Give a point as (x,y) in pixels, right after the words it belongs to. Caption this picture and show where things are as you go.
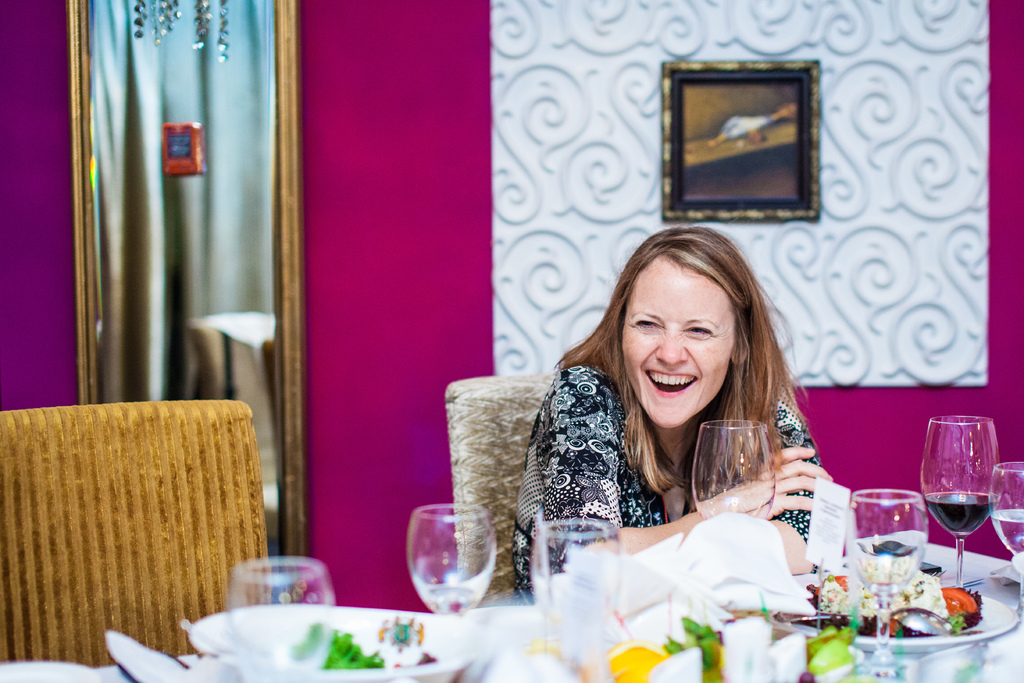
In this image we can see a woman (688,371) sitting on the chair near the table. We can see glasses (911,505) and plates (858,602) with food (951,610) on the table (900,630). In the background (849,131) we can see a photo frame (677,209) on the wall (737,240).
